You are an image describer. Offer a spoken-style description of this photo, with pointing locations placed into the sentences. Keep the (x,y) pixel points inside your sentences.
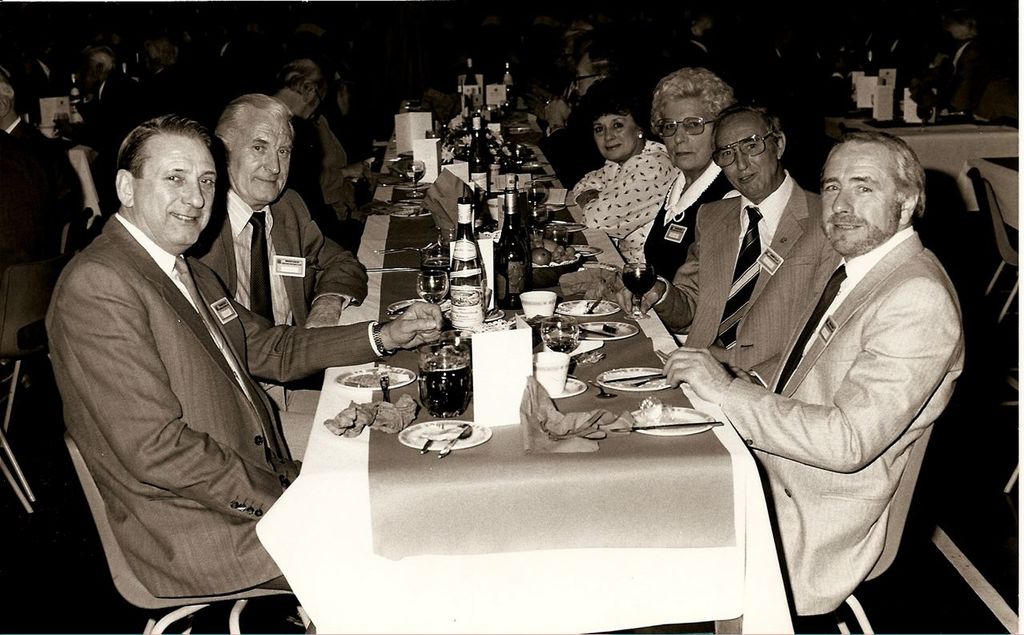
In this image there are group of people (363,353) sitting on the chair (200,601). On the table (500,468) there is a plate (449,429), spoon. tissue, glass (435,379), bottle (466,290), fruits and some food material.
